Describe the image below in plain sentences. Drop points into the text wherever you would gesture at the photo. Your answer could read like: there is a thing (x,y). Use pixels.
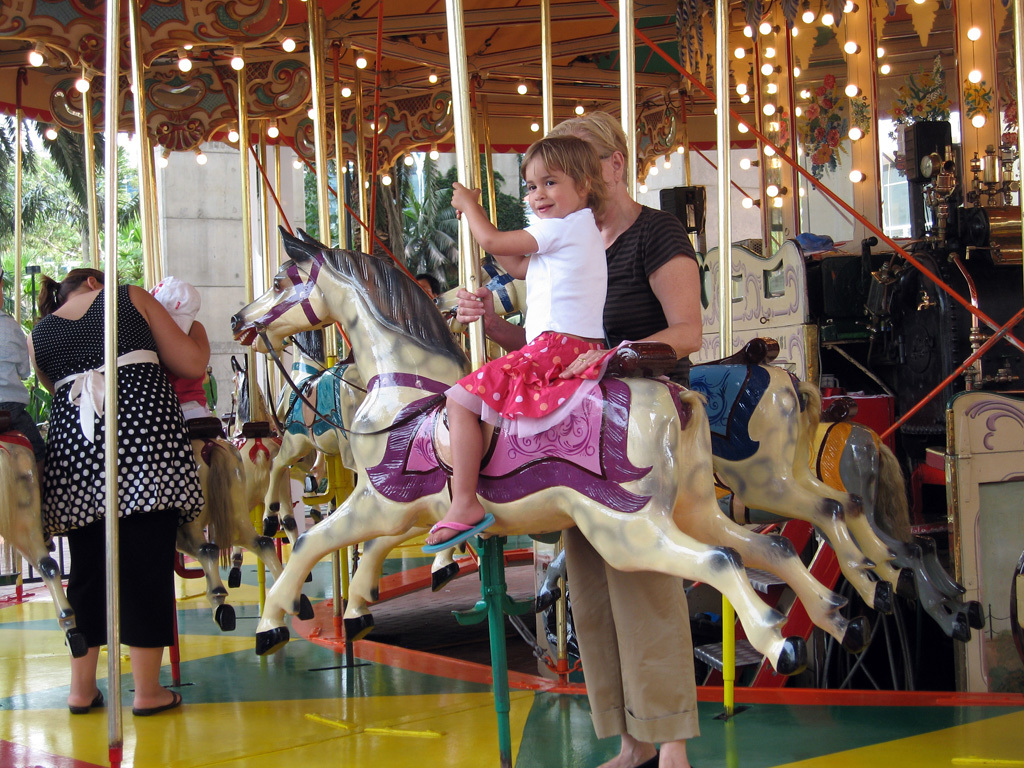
In this image there are few people (148,591). In the middle of the image (573,353) a girl (575,171) is sitting on a toy horse (466,373) and a woman (575,360) is standing on the floor (545,718). At the top of the image (46,26) there is a roof (32,40). In the left side of the image (88,199) a woman (62,477) is standing on the floor (62,682) and a kid (25,374) is sitting on a toy horse (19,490) and there were few trees (50,197) at the background (67,170).
